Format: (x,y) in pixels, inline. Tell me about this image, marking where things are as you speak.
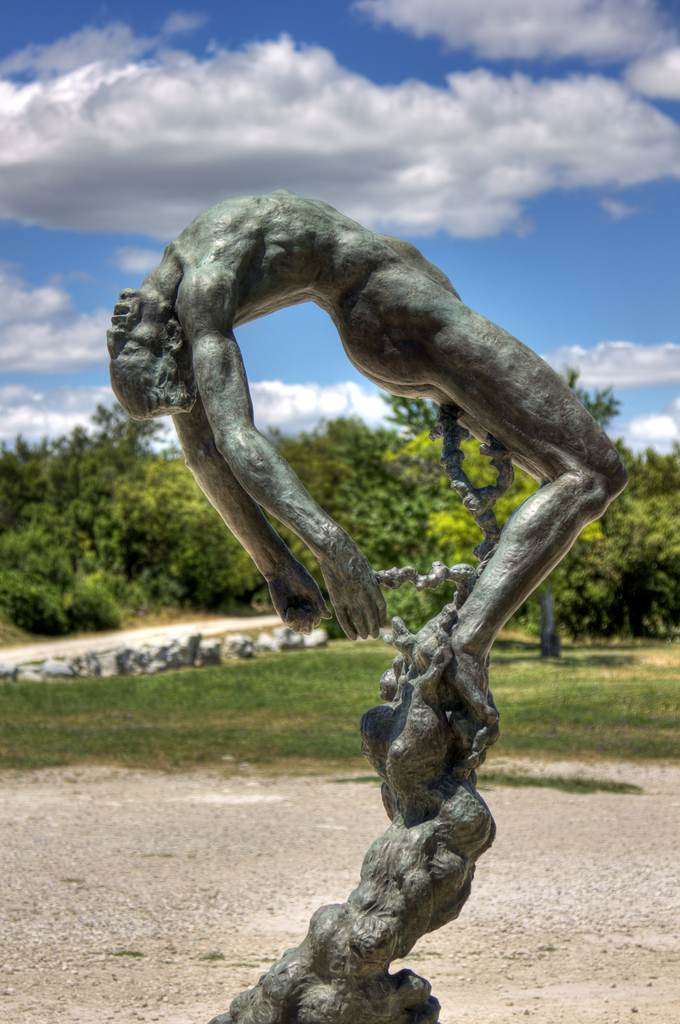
As we can see in the image in the front (407,351) there is a statue (252,469) and grass (253,718). In the background (270,515) there are trees (155,517). On the top (365,97) there is sky (173,44) and clouds (171,77).
